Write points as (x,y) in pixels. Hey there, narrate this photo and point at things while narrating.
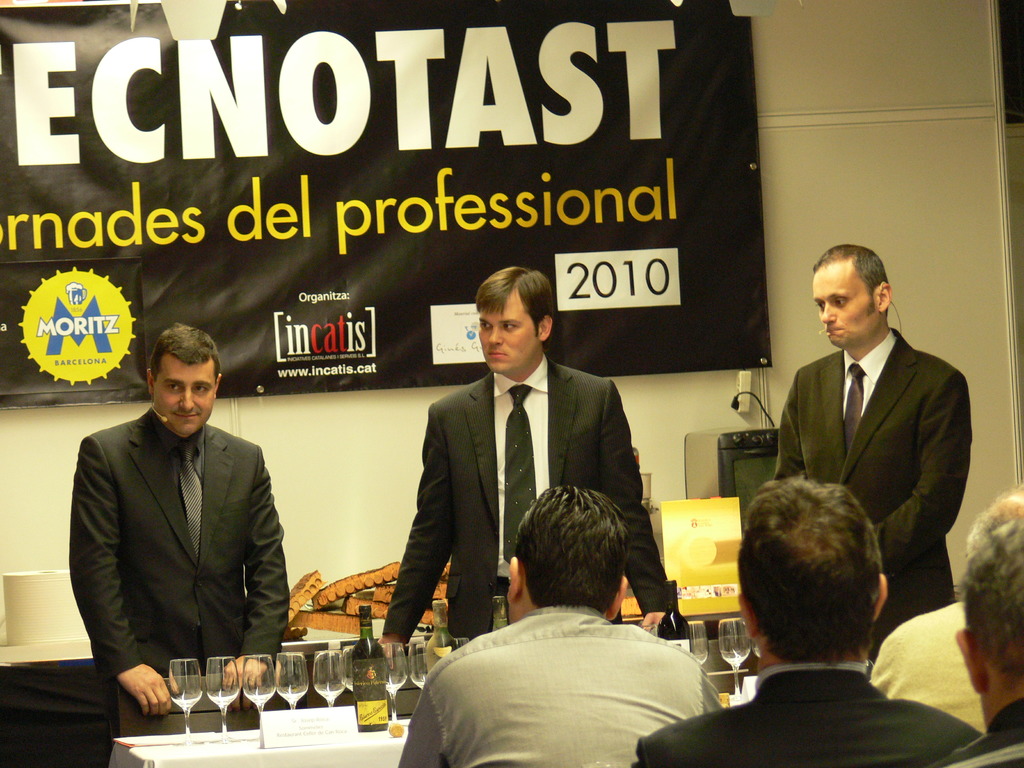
In this image there are three men (539,467) who are standing on the floor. In front of them there is a table (250,760) on which there are glasses (335,678) and wine bottles (356,651). In the background (391,275) there is a banner (395,243) which is attached to the wall (919,186). At the bottom (693,683) there are few people (820,659) sitting in the chairs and watching them. In the background (69,654) there is a desk (41,653) on which there is a white bucket (45,591), Beside the bucket (30,591) there are some objects (312,593).
